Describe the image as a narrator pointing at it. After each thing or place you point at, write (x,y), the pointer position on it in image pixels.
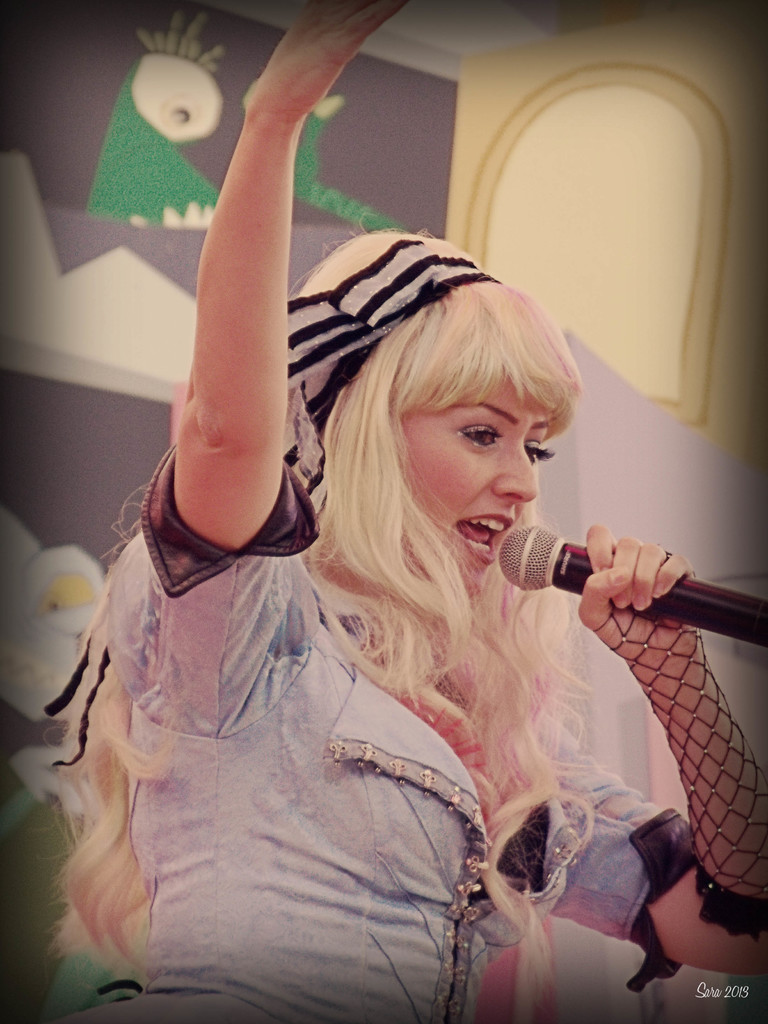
This picture shows a woman (432,620) singing by holding a microphone (510,538) in hand (594,563).
